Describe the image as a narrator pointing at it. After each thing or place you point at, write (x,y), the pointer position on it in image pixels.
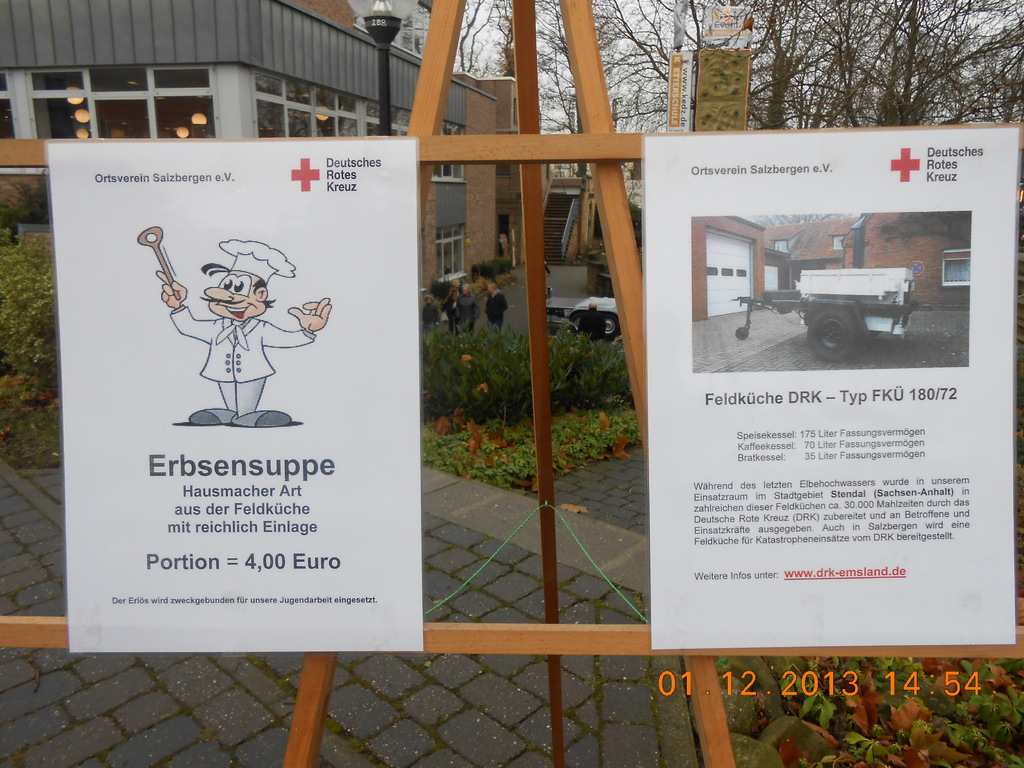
There is a wooden stand (574,53) with posters (727,443). In the back (804,40) there are trees (760,27), plants (863,675), building (206,81) with lights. Also there is a watermark (791,684) on the image.
